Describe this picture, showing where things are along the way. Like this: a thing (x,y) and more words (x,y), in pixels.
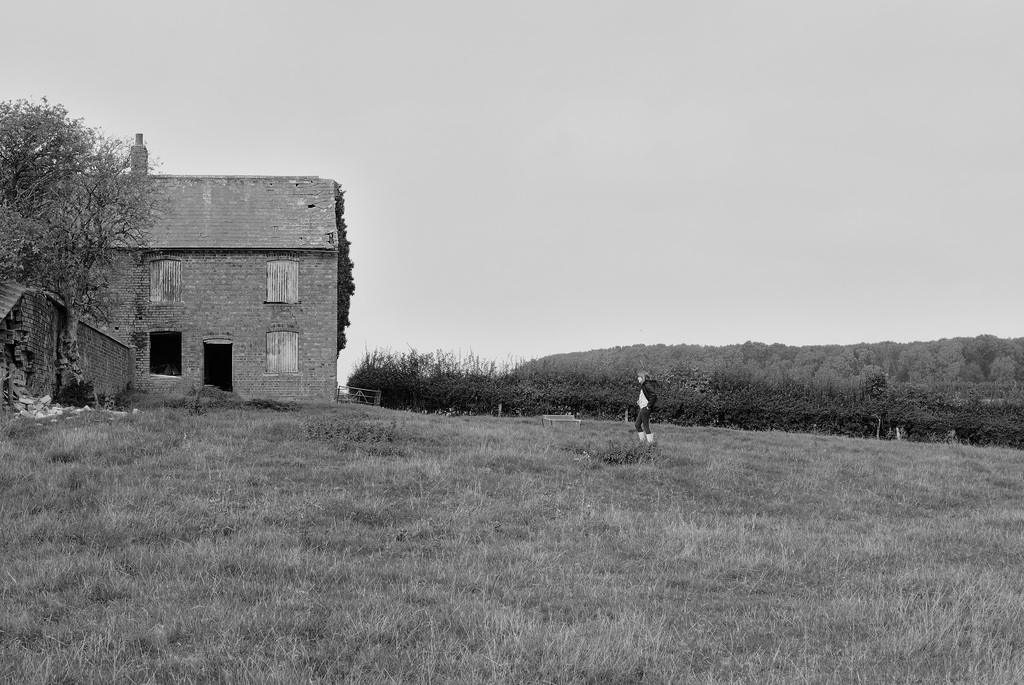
It looks like a black and white picture. We can see a person (651,387) is standing on the grass (629,467). On the left side of the person (641,375) there is a house (224,293) and a wall (84,336). Behind the person (643,398) there are trees (692,372) and the sky (569,130).
